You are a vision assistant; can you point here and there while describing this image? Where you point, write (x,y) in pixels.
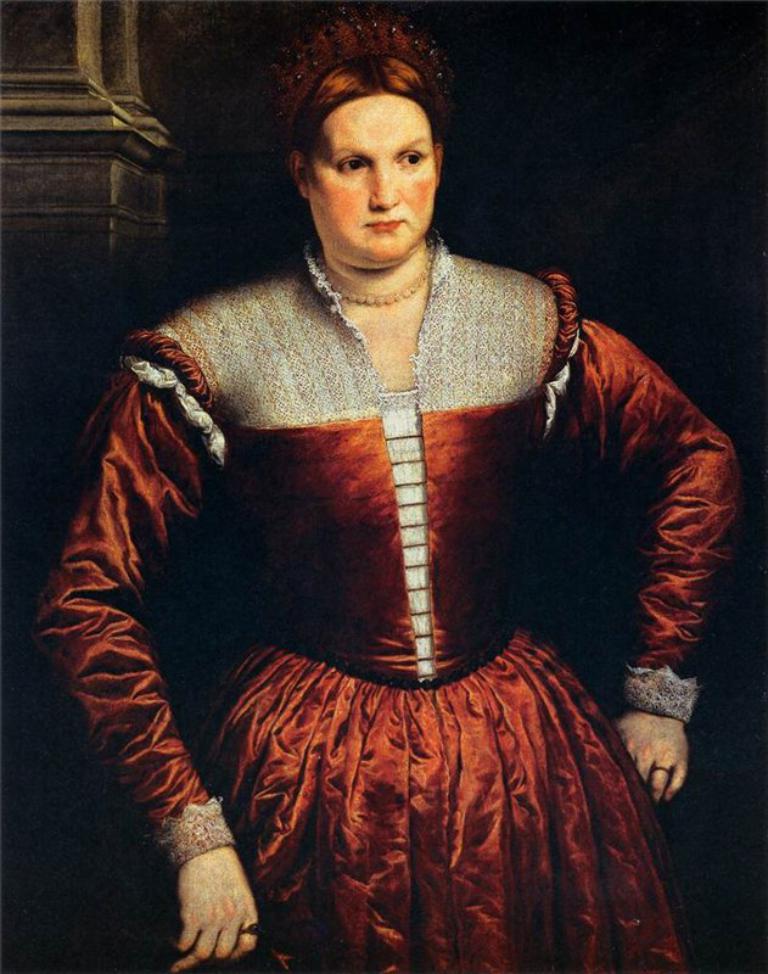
This image consists of a picture of a woman (397,622). She is wearing a red dress (306,530). In the background (83,122), we can see a pillar (112,139). And the background (656,211) is too dark.
